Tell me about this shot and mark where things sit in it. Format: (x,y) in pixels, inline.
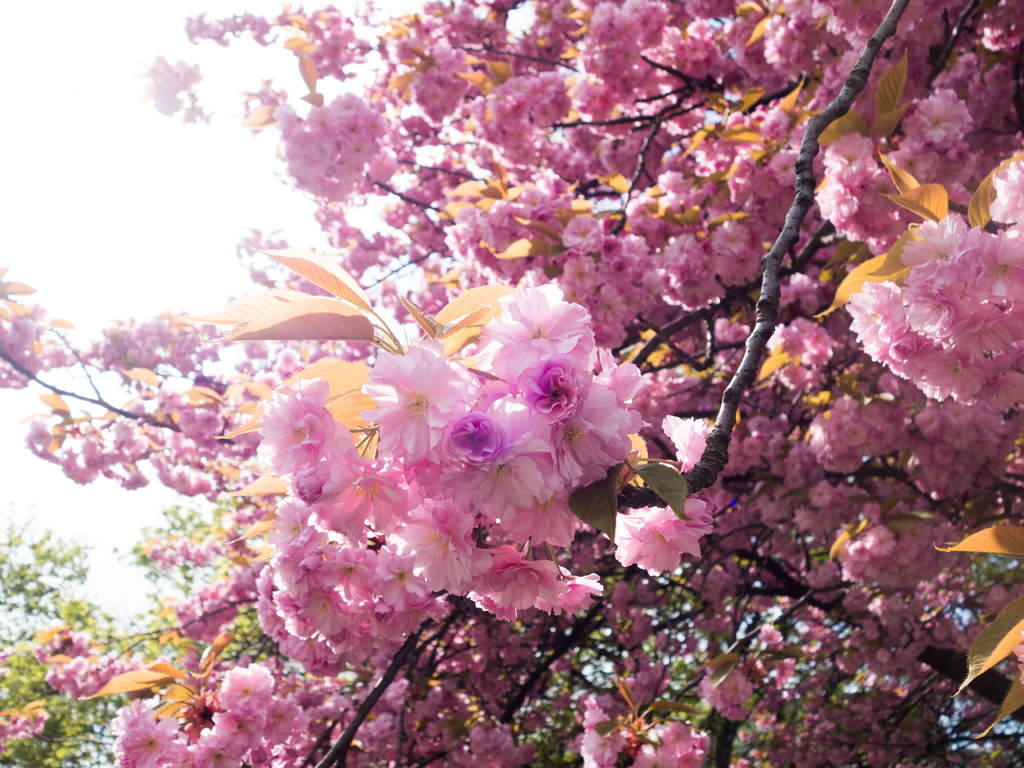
In this image we can see group of flowers (321,536) on the branches (701,461) of a tree (518,391). In the background (186,251), we can see the sky (140,208).
